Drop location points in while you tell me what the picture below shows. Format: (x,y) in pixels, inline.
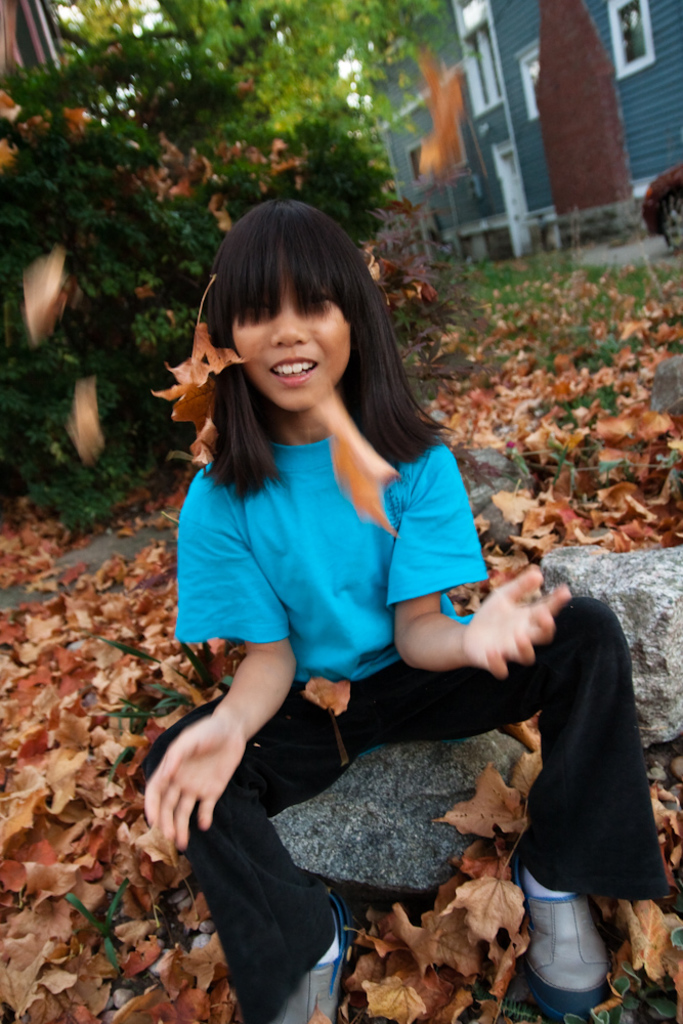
In this picture there is a girl (188,782) sitting on a rock (304,802) and we can see leaves (68,758). In the background of the image (114,369) we can see leaves (358,161), building (490,206) and windows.
